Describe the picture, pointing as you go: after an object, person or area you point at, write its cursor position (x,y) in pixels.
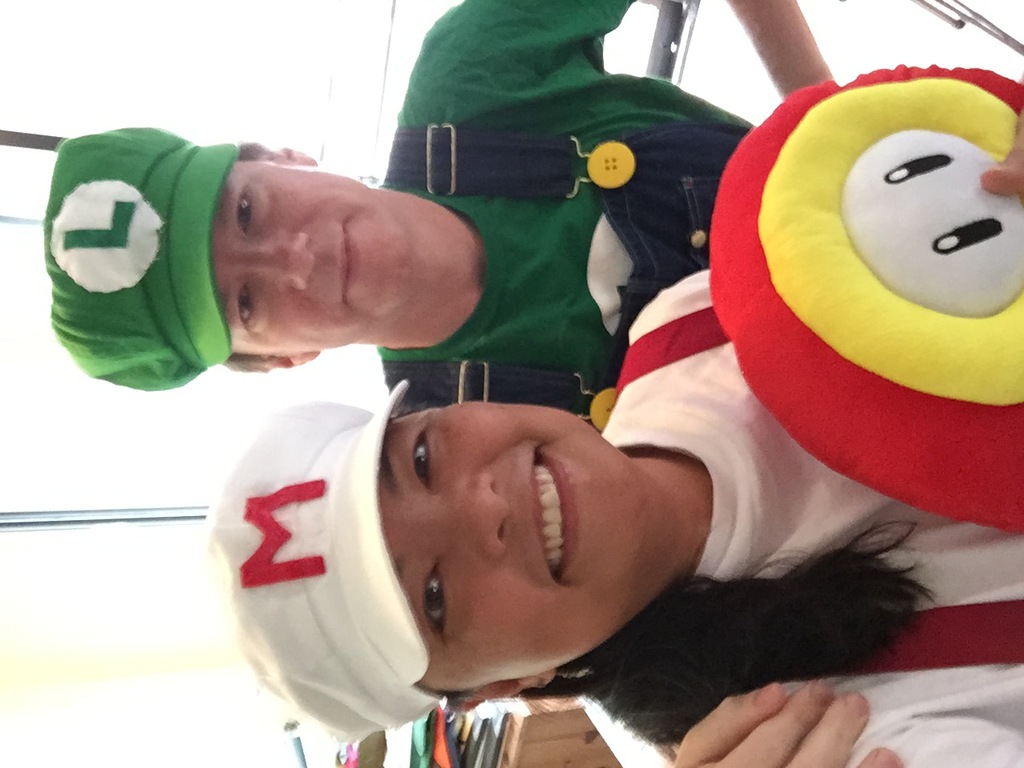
In this image I can see two persons (492,399). In front (782,494) the person (797,493) is wearing white and red color dress (903,661) and I can see the white color background (61,401).
